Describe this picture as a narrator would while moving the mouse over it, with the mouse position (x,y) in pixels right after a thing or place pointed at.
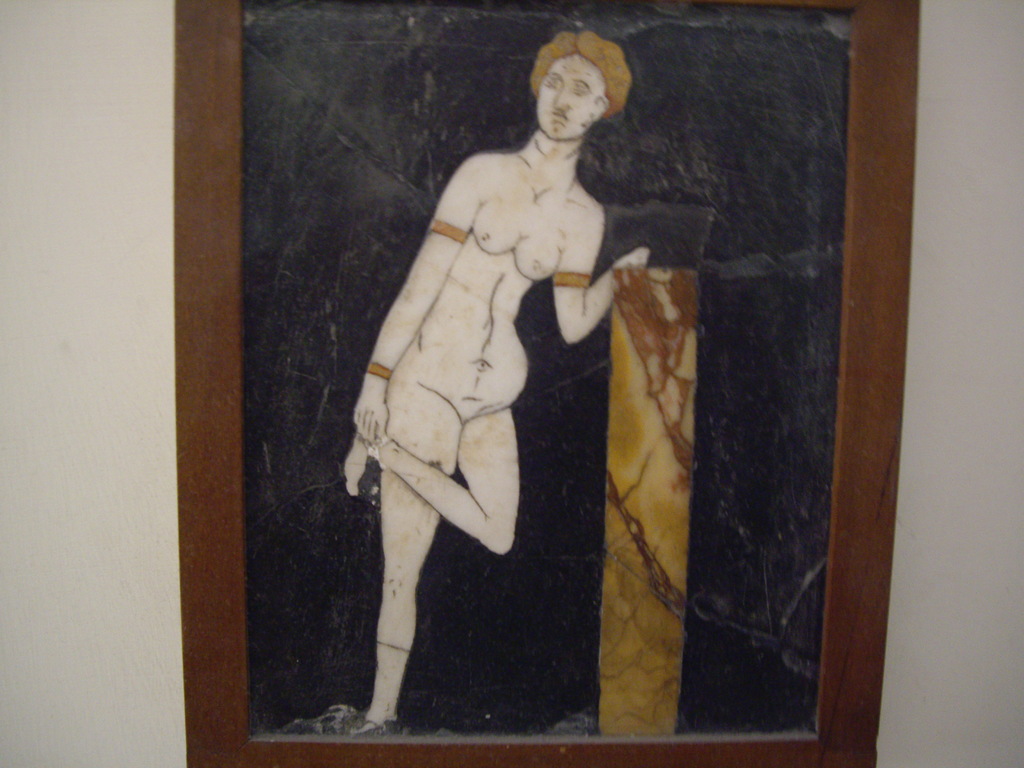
In this picture I can see frame (484,570) on the wall (952,726) and looks like a picture (608,294) of a human (364,430).
